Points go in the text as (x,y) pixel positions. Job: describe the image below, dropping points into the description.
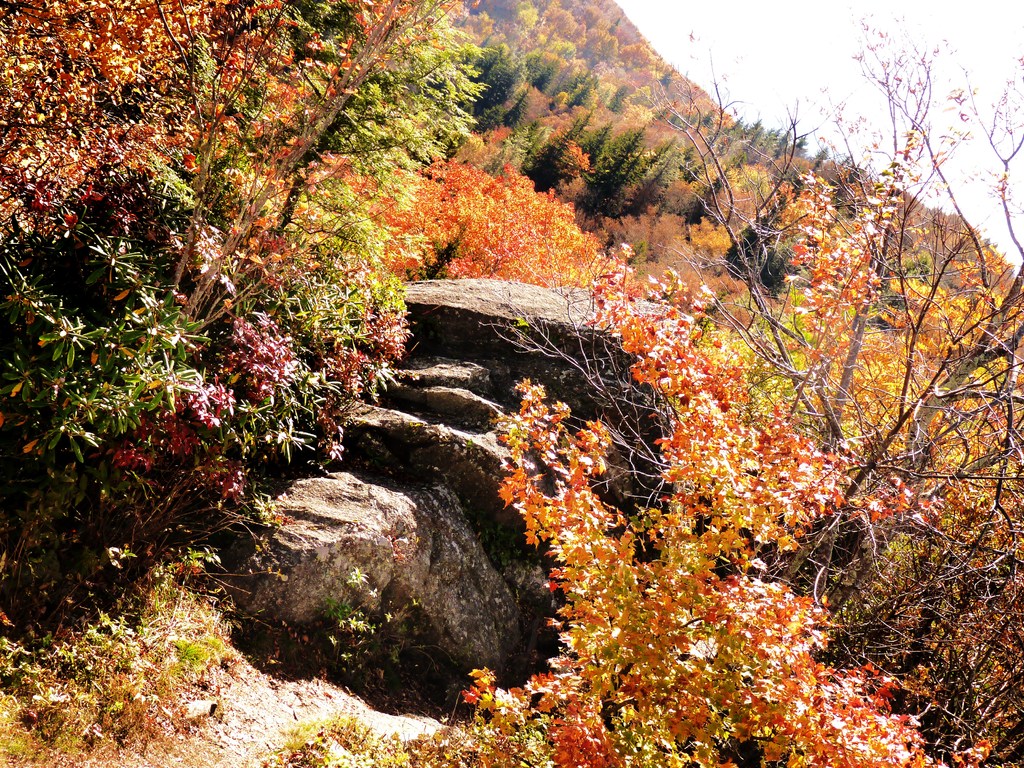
In this image I can see the hill (610,34) and I can see colorful trees (823,300) visible on the hill (580,330), in the top right (906,47) I can see the sky (860,76).
